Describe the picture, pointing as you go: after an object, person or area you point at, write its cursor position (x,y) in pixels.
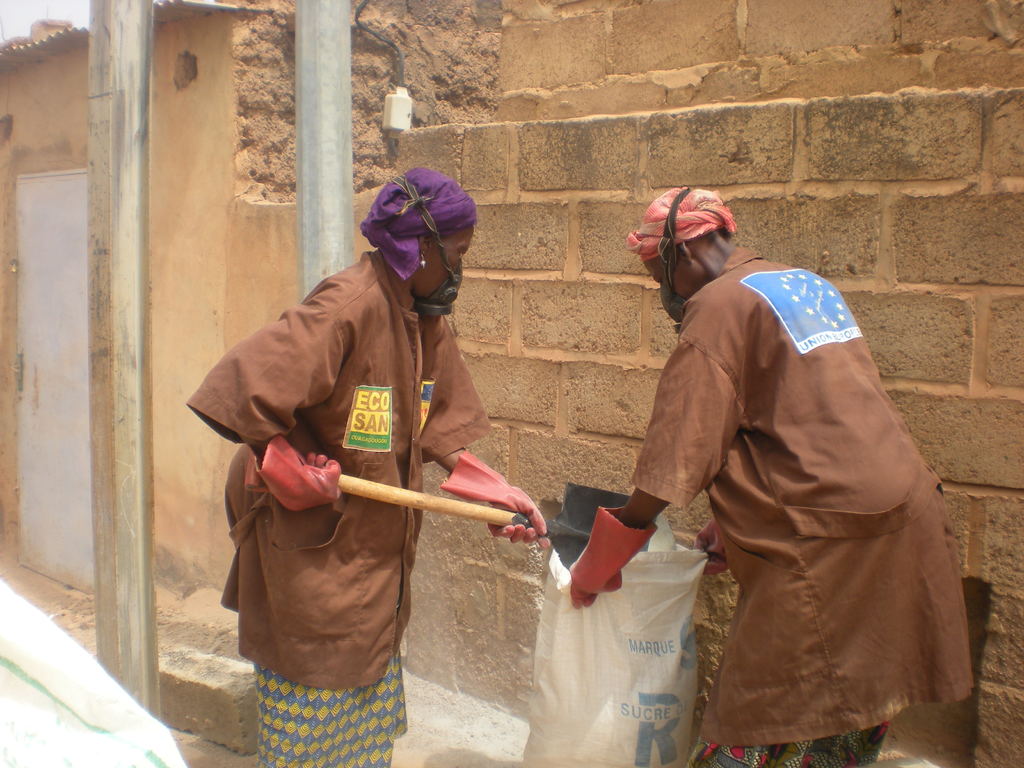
In this image I see 2 persons (411,335) in which this person (389,455) is holding a brown color thing (428,499) in hands (476,493) and this person (741,442) is holding a white bag (631,649) in hands (594,554) and in the background (401,23) I see the wall (356,57) and I see the white door (76,359) over here and I see 2 poles (305,181) over here.
